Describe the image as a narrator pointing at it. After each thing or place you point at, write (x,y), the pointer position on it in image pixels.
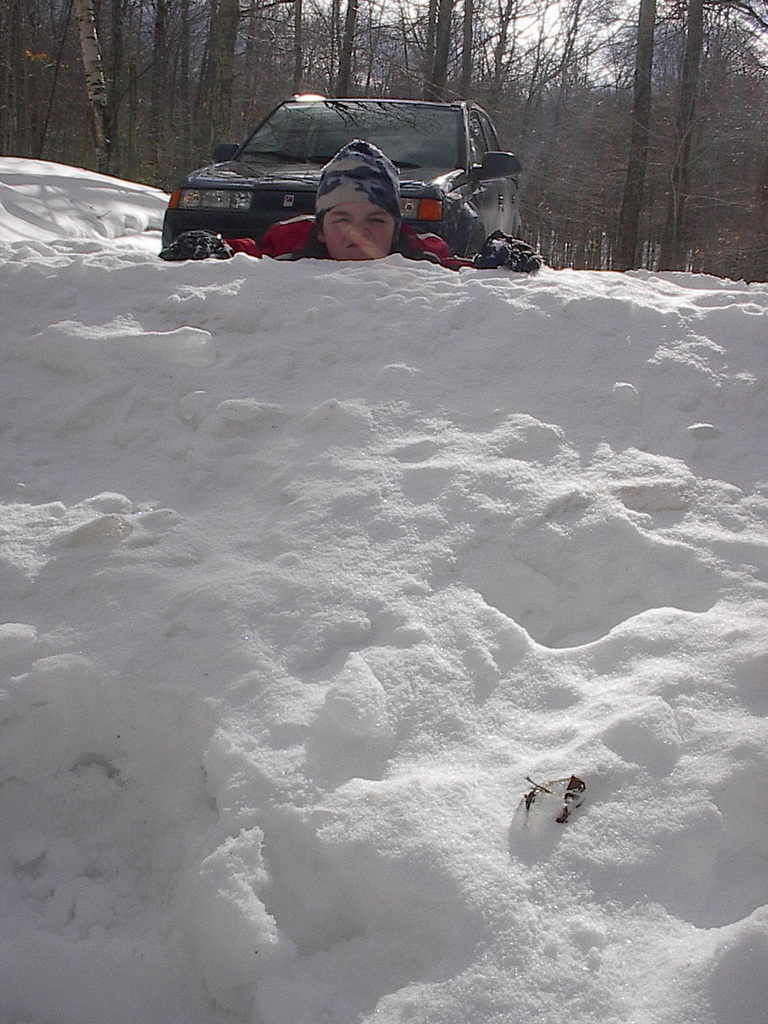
On the right side (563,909), there is an object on a snowy surface (378,775). In the background (560,172), there are trees (562,161), a vehicle (451,115), a person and the sky (599,36).
